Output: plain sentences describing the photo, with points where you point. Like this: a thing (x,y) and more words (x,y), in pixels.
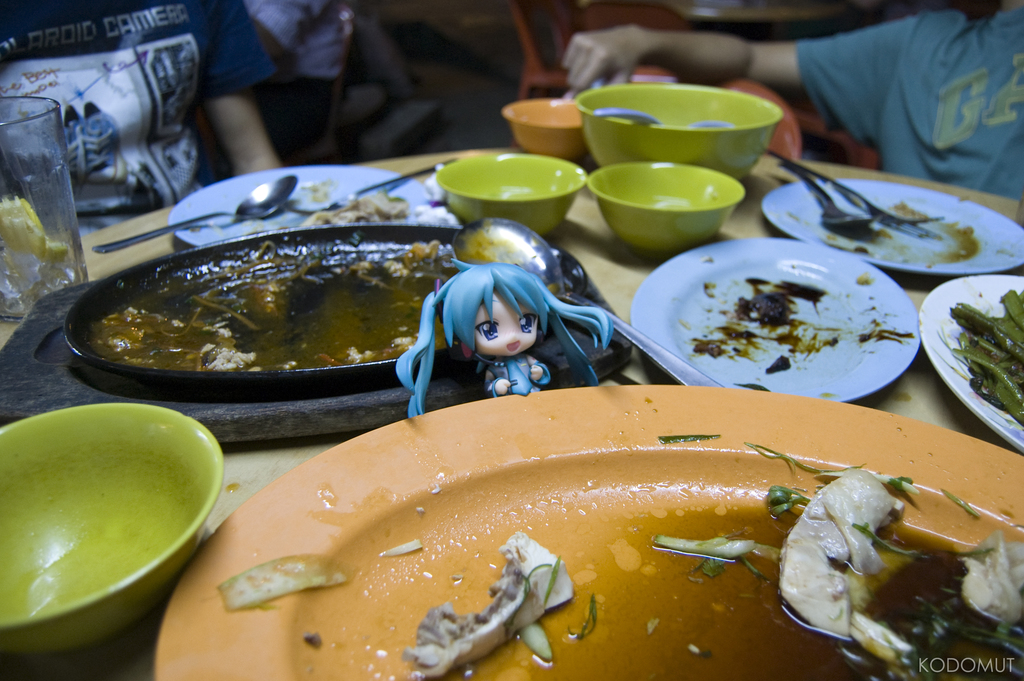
There is a wooden surface (151,255). On that there are plates (692,326), bowls (490,205) and glass (62,204). On the plates (862,186) there are spoons (822,200) and remaining of food items (913,595). Also there is a toy (510,341). In the back (257,95) there are few people (848,92). And it is looking blur in the background (685,52).
